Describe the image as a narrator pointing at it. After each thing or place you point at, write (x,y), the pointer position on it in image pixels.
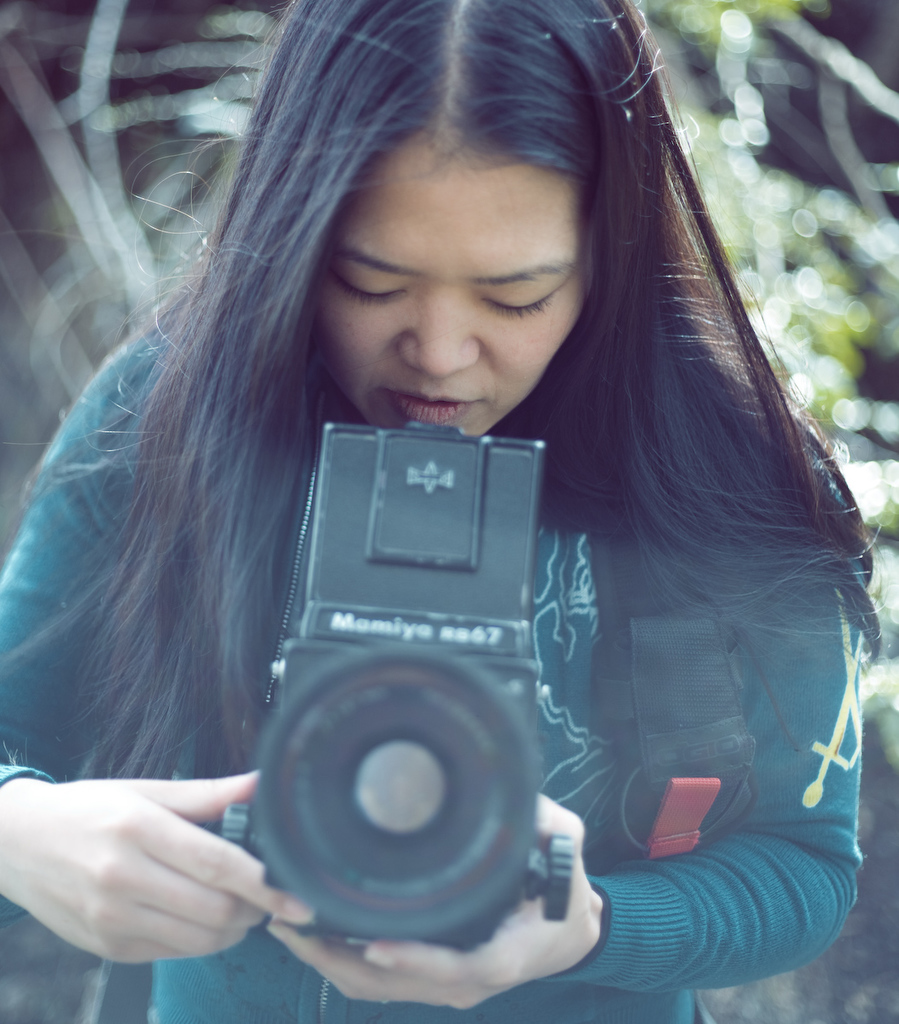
In this Picture we can see a woman (506,218) with black long silky hair (705,493) is standing wearing a blue color full sleeves t-shirt (685,863) holding a camera (458,763) in her hand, seeing in the camera screen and trying to take the photograph.
